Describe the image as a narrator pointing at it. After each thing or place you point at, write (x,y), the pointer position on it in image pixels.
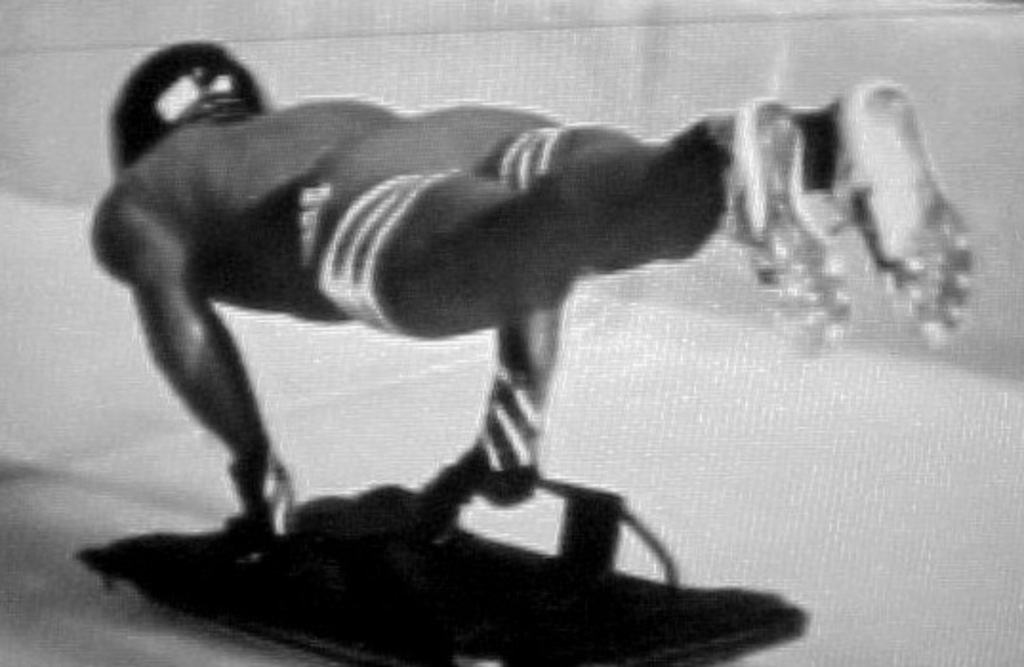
In this picture I can see in the middle (605,250) it looks like a person (456,237) is doing an exercise, this image is in black and white color.
